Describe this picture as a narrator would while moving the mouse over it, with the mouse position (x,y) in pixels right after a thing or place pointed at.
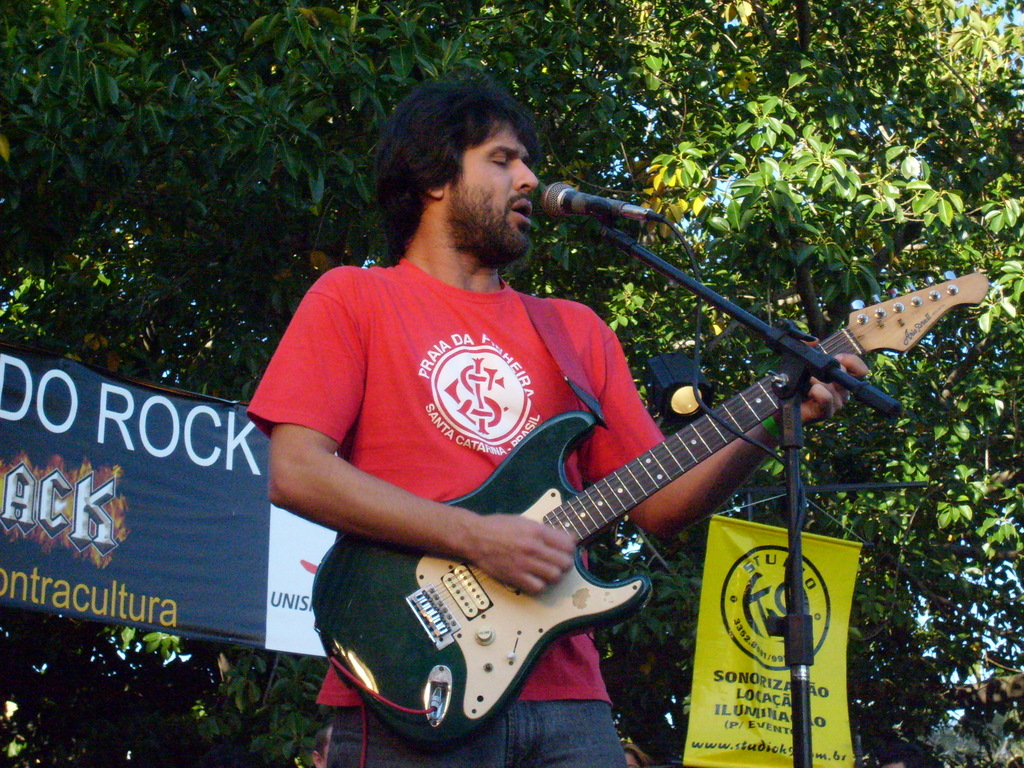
In this image we can see this person (441,257) wearing red color T-shirt (522,319) is playing the guitar (428,629) and there is a mic (650,213) to the stand (715,295) in front of him. In the background (634,659), we can see the banners (242,634) and the trees (883,183).
